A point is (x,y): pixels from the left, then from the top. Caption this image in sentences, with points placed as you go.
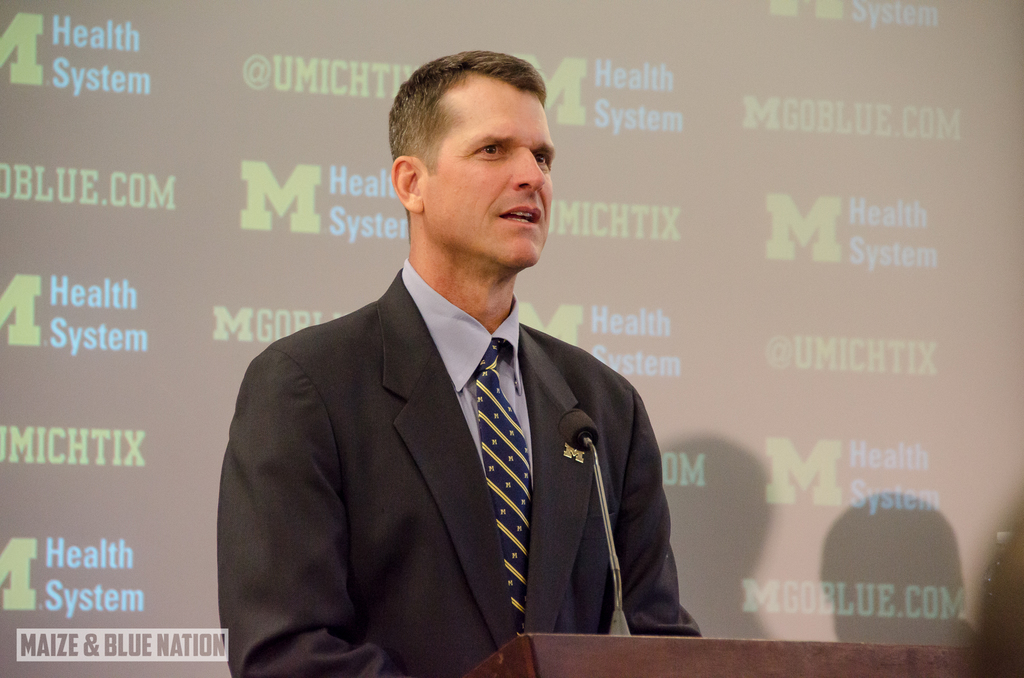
In this image I can see a person (437,413) wearing shirt (465,385), tie (488,421) and blazer (357,503) is standing in front of a podium (688,639) which is brown in color. I can see a microphone (575,413) in front of him. In the background (697,614) I can see a huge screen (787,312).
